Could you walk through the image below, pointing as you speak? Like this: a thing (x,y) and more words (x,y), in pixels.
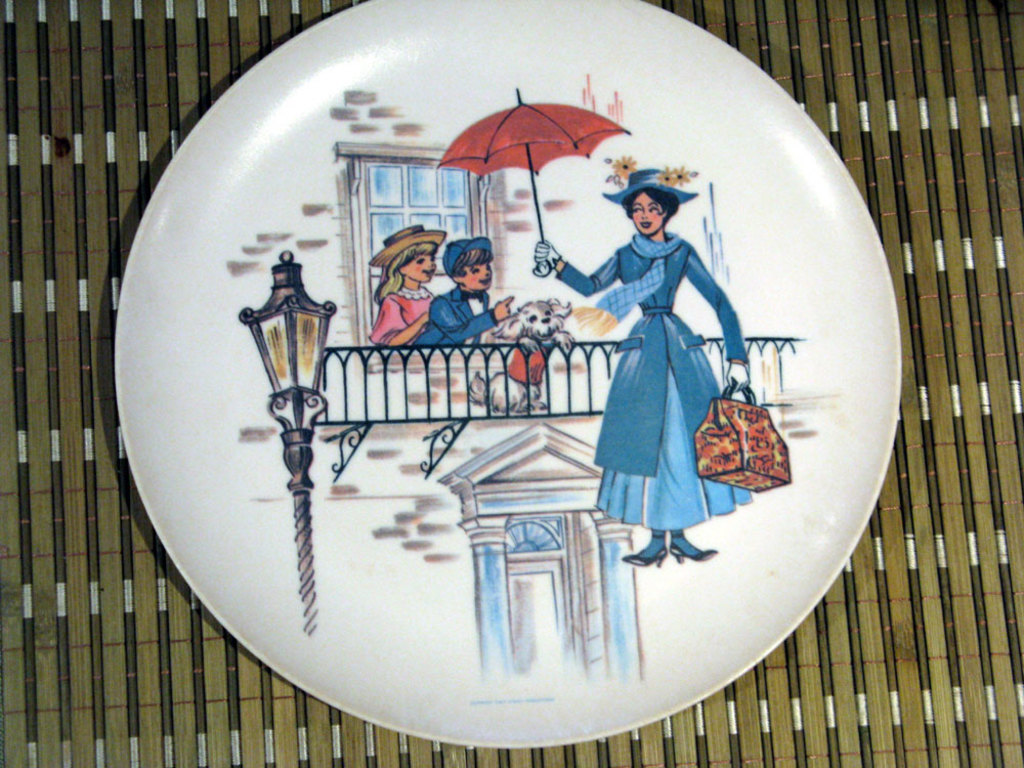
In the image in the center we can see one cloth (584,758). On the cloth (135,664), we can see one plate (354,396). On the plate (630,312), we can see some design (547,470), in which we can see three persons (671,530) were holding some objects (739,428). And we can see one dog (532,347), window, door (549,571), fence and pole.
